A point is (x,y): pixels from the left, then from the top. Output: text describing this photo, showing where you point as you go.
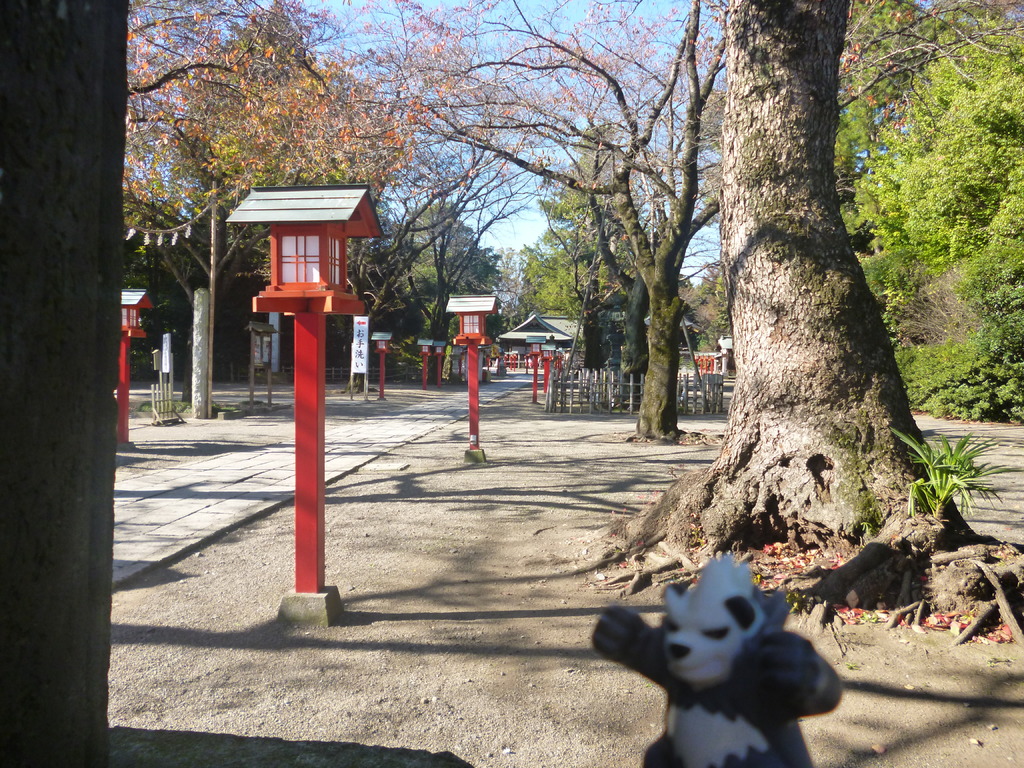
At the bottom (727,663) there is a toy (748,584). In the background (645,576) we can see trees (728,281), poles (125,390), roof (560,324), house (538,333), fences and a clear sky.
